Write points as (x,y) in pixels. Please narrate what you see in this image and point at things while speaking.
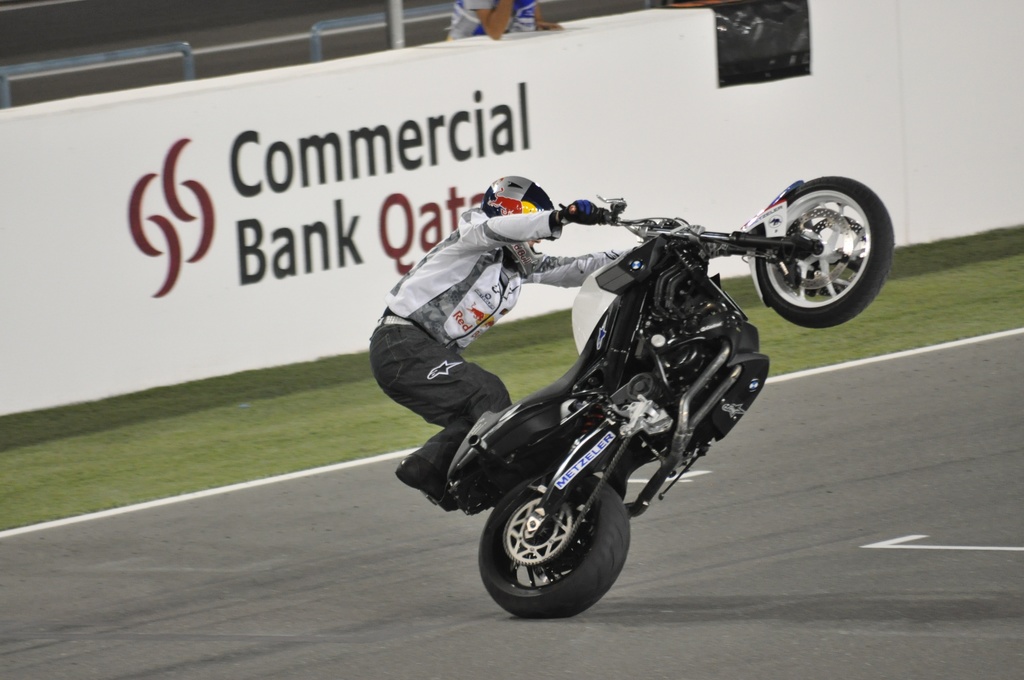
In this image we can see a person (465,221) wearing helmet (505,202) and glove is doing bike (539,403) stunt. In the back (373,198) there is a banner (325,176) with something written. Also there is a person (472,17) standing. There are railings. On the ground (238,400) there is grass (223,447).
